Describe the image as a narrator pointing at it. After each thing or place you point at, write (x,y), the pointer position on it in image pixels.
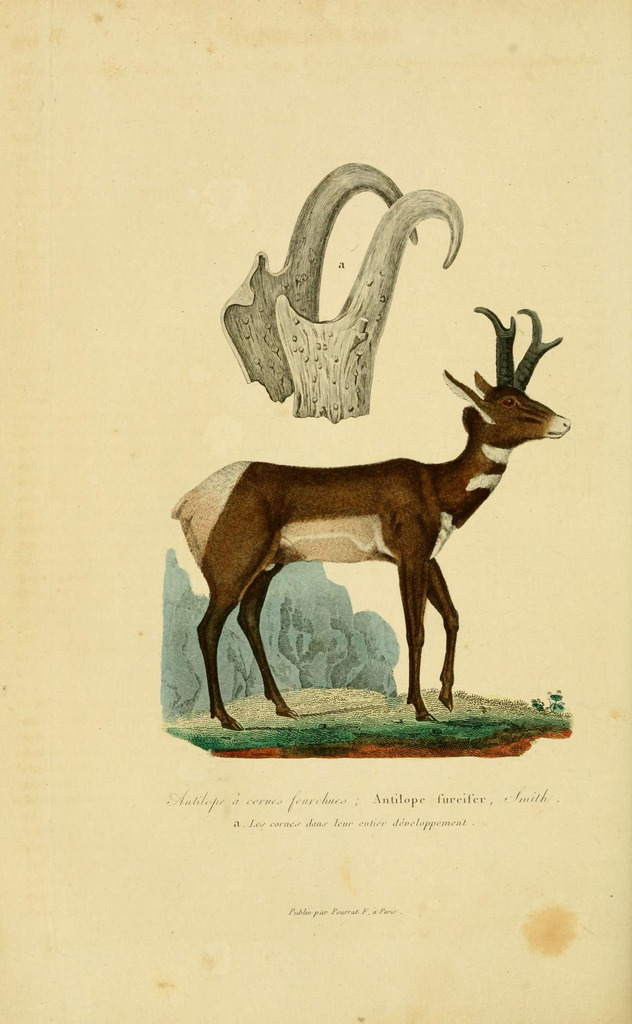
In this picture I can see there is drawing (305,506) of a deer (332,536) standing on the grass (316,716) and there is a rock (317,621) in the backdrop (300,638), there is another image (265,386) at the top of the image (248,332). There is something written at the bottom of the image (448,798).
